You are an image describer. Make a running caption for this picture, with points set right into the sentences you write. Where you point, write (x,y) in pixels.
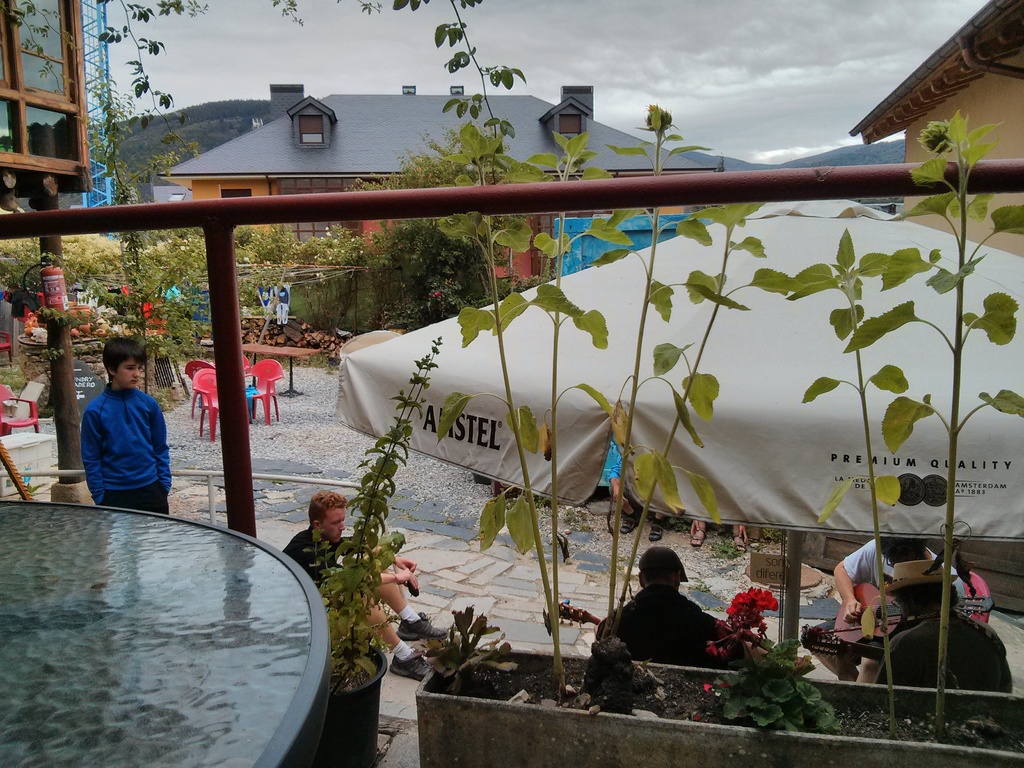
In the image in the center, we can see plant pots (514,739), plants (780,676), table (176,648) and fence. In the background (510,4) we can see the sky (516,42), clouds (812,41), buildings (32,148), trees (407,298), hills (812,164), plants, poles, sign boards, tents (766,366), chairs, banners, tables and few people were sitting and holding musical instruments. On the left side (133,394) there is a person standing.
